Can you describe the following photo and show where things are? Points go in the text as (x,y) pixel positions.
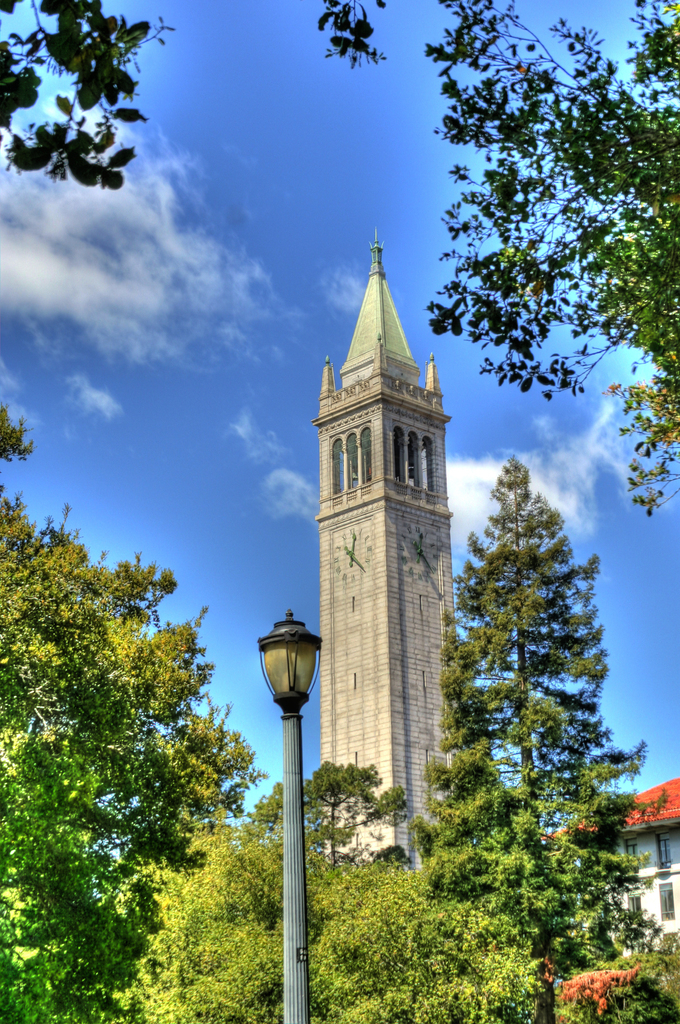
In this image I can see the trees (348,861). In the background (333,545), I can see a clock tower (362,496) and clouds (191,256) in the sky (179,265).
